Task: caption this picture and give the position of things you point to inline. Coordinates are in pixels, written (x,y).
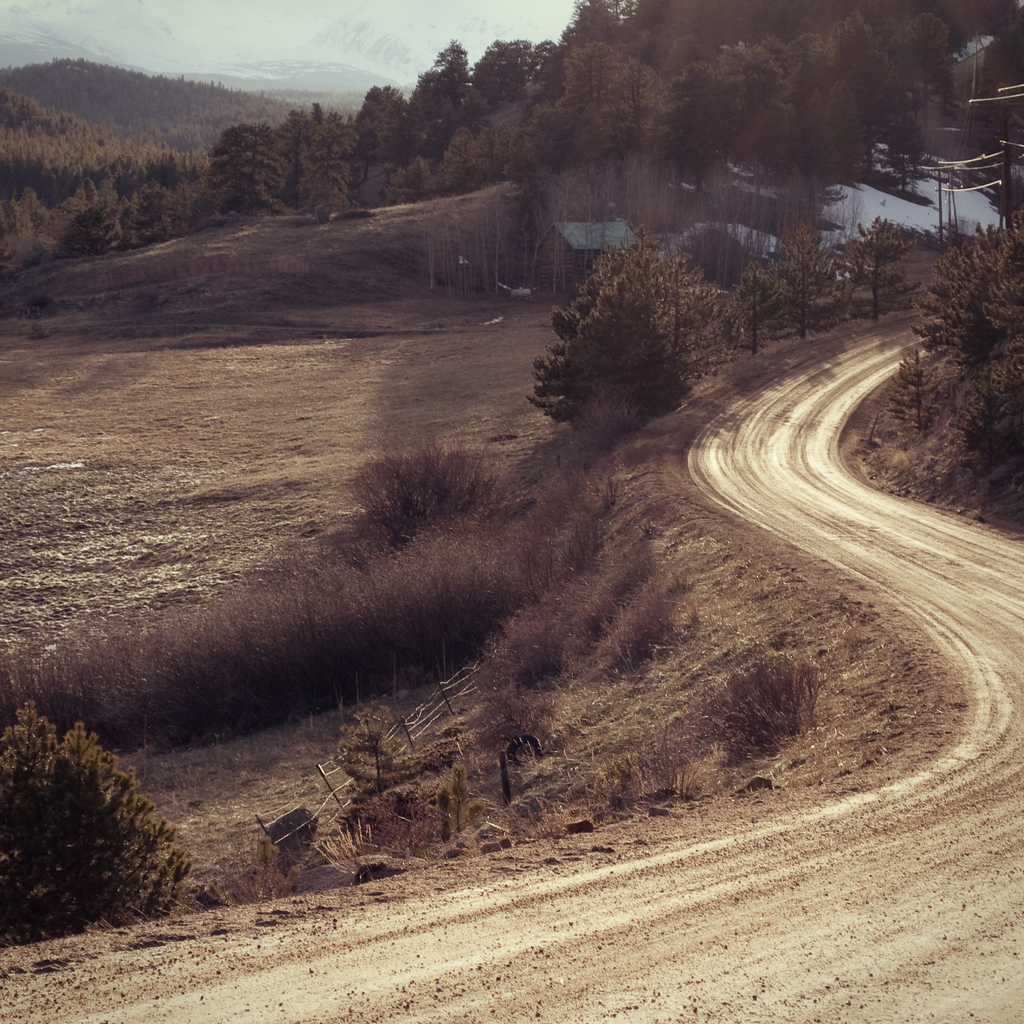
At the bottom of the image (634,947) on the right side (855,520) there is a path (802,492). And on the ground (627,482) there is grass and also there are trees (133,86). And there are hills (204,70) in the background (210,86).
